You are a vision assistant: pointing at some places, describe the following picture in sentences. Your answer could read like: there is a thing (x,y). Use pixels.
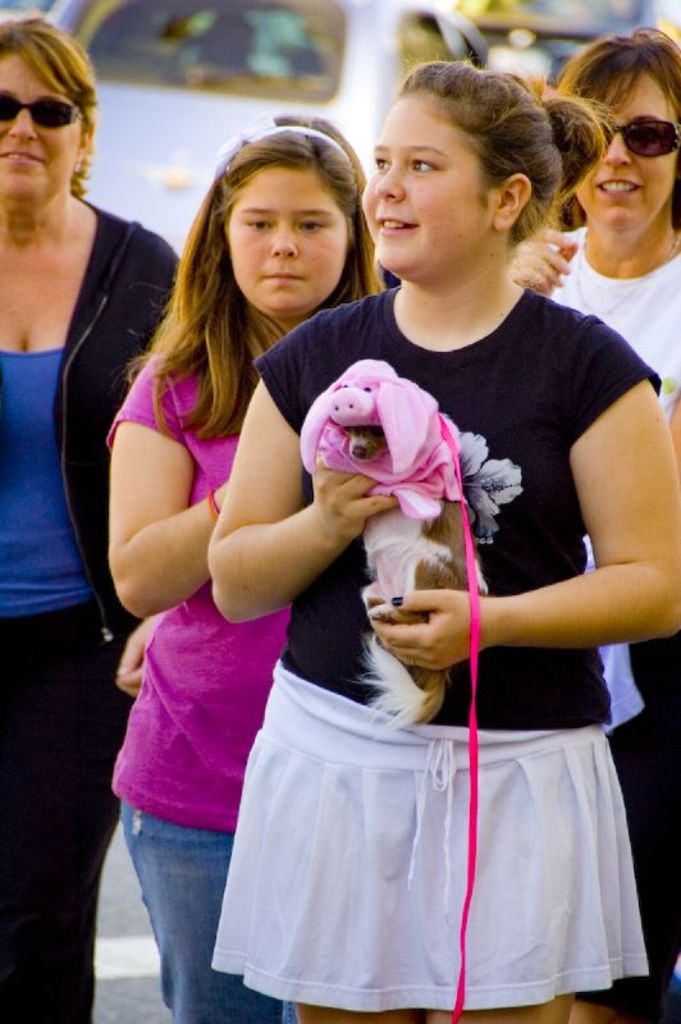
In the given image i can see two girls (314,589) standing and the girl (464,149) who is standing in front (304,527) and holding a dog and behind this two women's (665,94), I can see a car (325,84).
